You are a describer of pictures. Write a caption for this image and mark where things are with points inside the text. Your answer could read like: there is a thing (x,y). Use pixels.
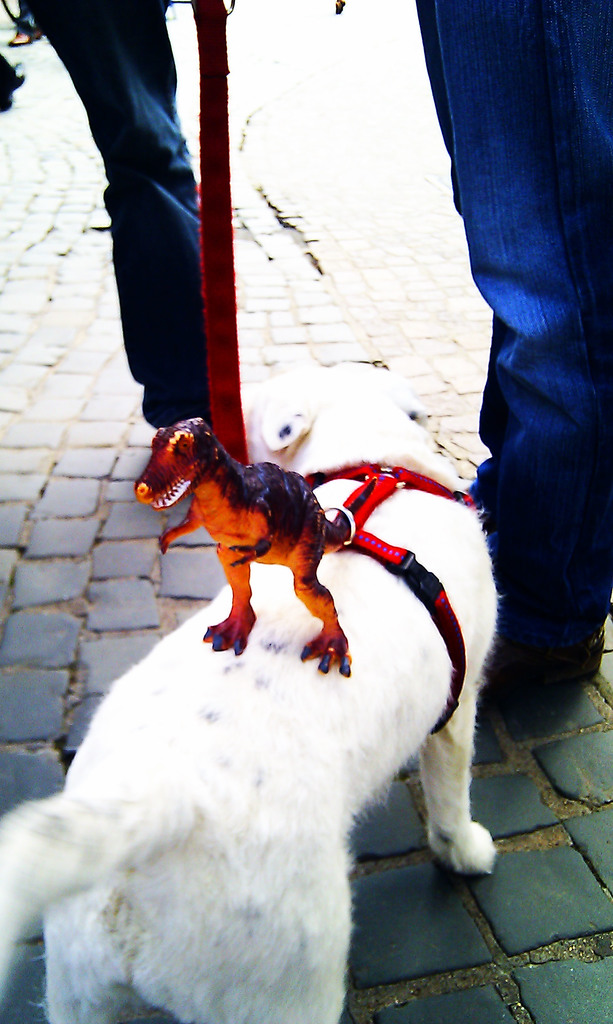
In this image there is an animal (368,658) standing on the cobblestone path (517,919). A toy (246,615) is on the animal (366,598). Right side (445,13) there is a person (517,454) wearing jeans (547,300) and shoe (572,668) and he is standing on the floor (555,716). Left side (199,348) there is a person (157,301) standing on the floor (120,564). Left top a person leg (37,31) is visible.
